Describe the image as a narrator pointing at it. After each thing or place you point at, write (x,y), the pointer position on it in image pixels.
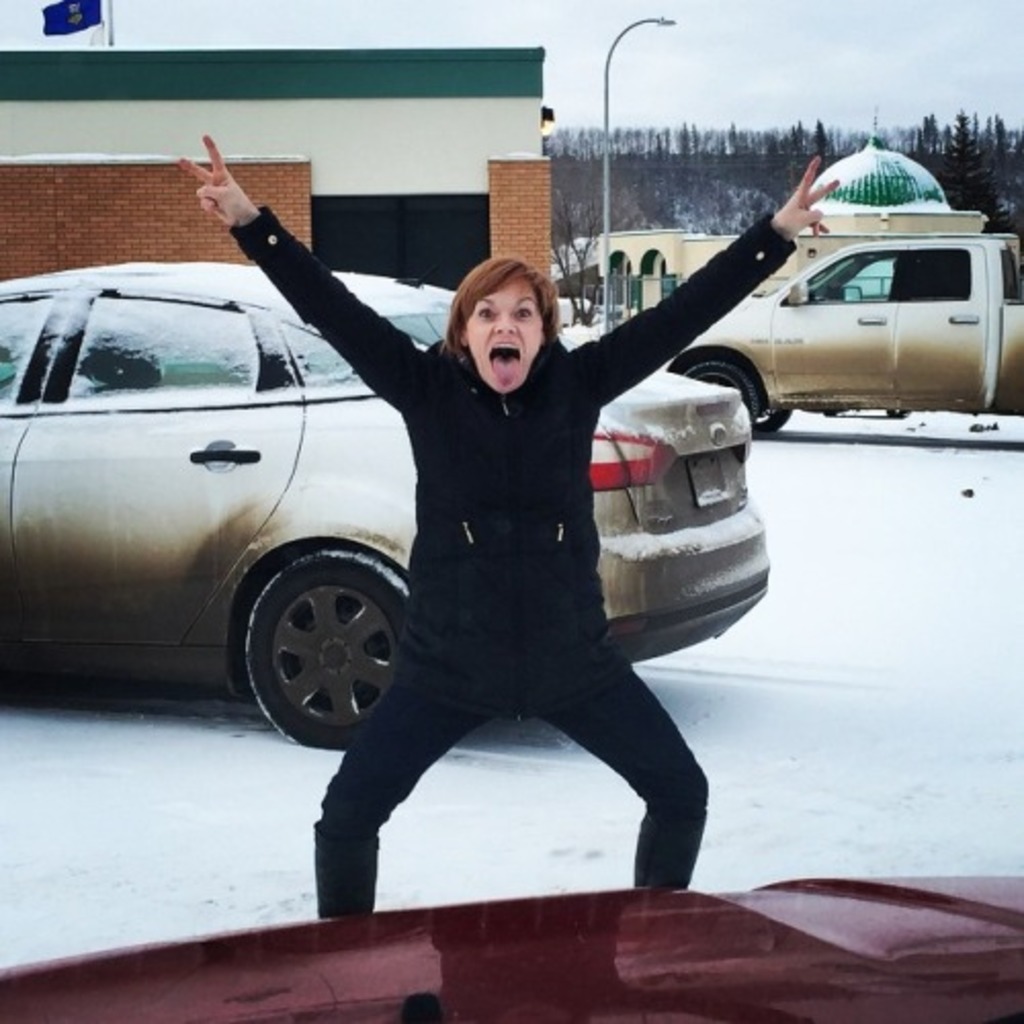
In the background (956,119) we can see the sky (1005,38), trees (845,138). In this picture we can see houses (964,216), dome (900,152), poles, light (651,20), flag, snow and objects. We can see the vehicles (54,339). We can see a person (706,310) in a black attire (430,587) and giving a pose.
